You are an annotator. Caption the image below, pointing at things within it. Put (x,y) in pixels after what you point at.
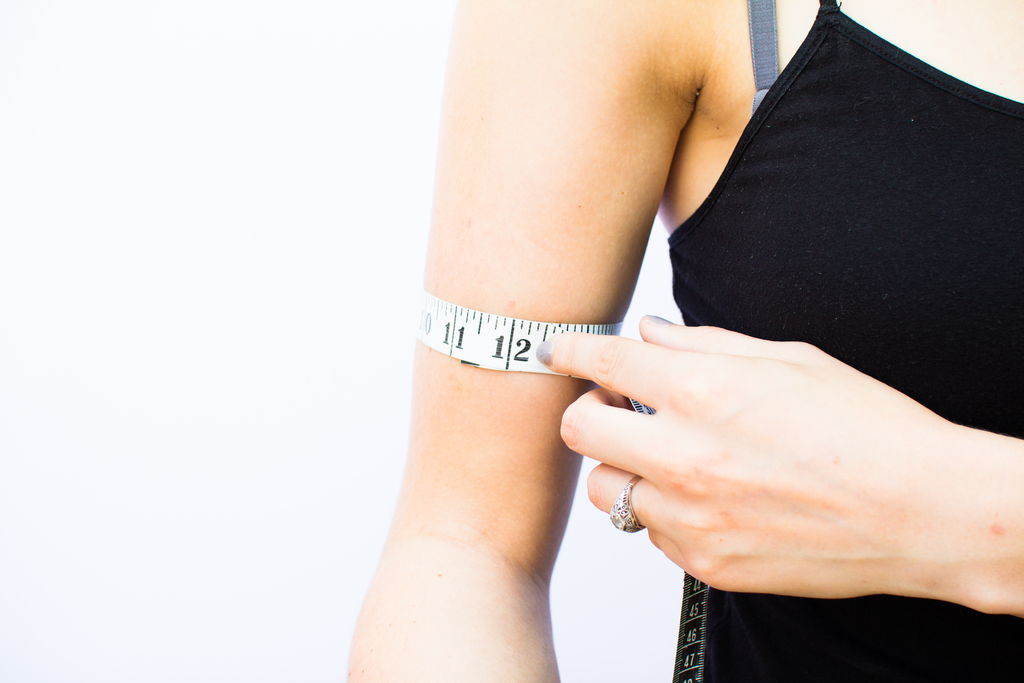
In the image we can see a woman (697,81) wearing clothes (842,209) and a finger ring (636,526). This is a measuring tape (492,346).
